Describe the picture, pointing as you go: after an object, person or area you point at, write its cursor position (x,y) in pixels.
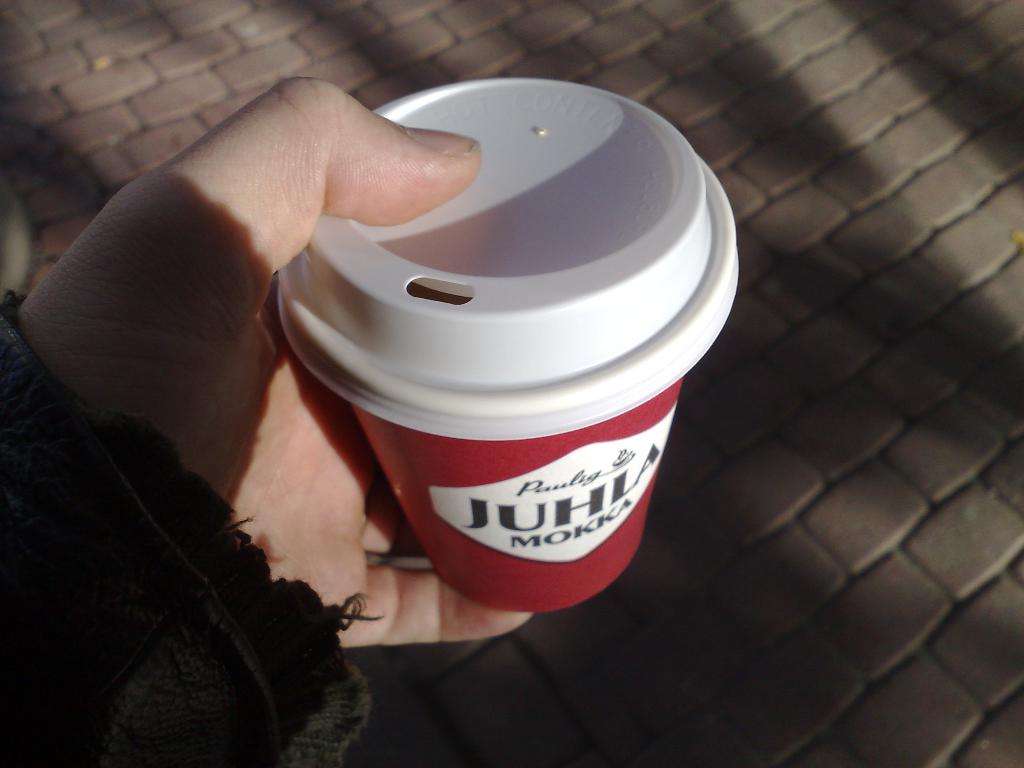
In this image a person (329,520) is holding a cup (633,340) labelled as juhla mokka. Background of image (55,36) there is a cobblestone path (878,403).
